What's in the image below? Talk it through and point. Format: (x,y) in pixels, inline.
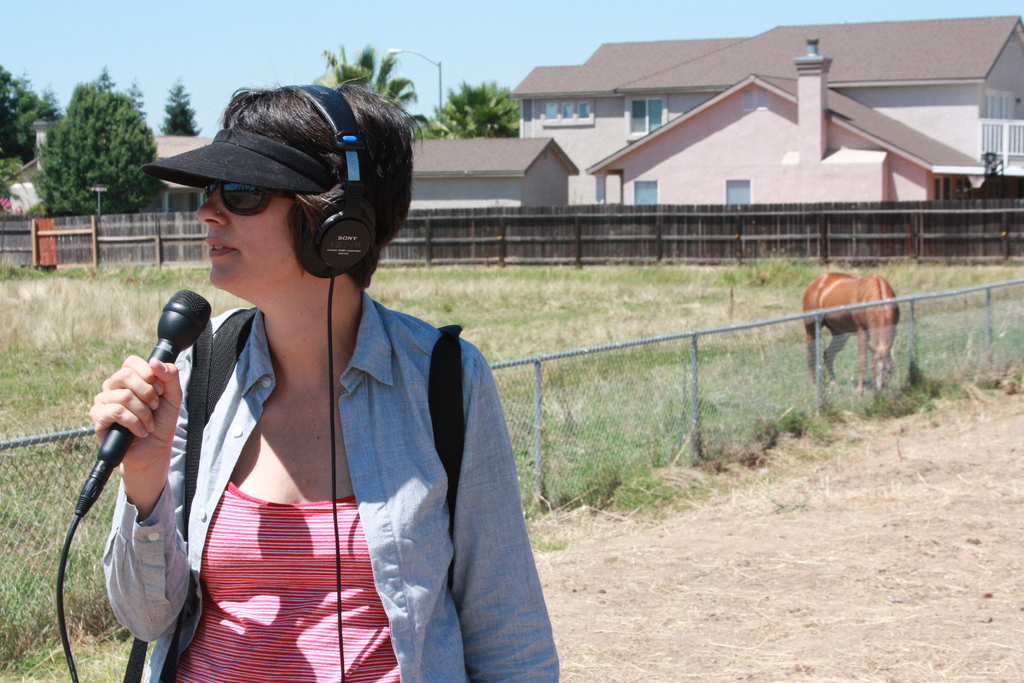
In this picture its a sunny day, where a woman (248,391) with headphones (334,214) and mic (204,302) in her hand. Behind her there is a grassland (73,312) and a horse (819,301) located in it. In the background (761,200) we observe a beautiful house (698,132) which has windows (743,194) and also trees (466,110) surrounded around it.
